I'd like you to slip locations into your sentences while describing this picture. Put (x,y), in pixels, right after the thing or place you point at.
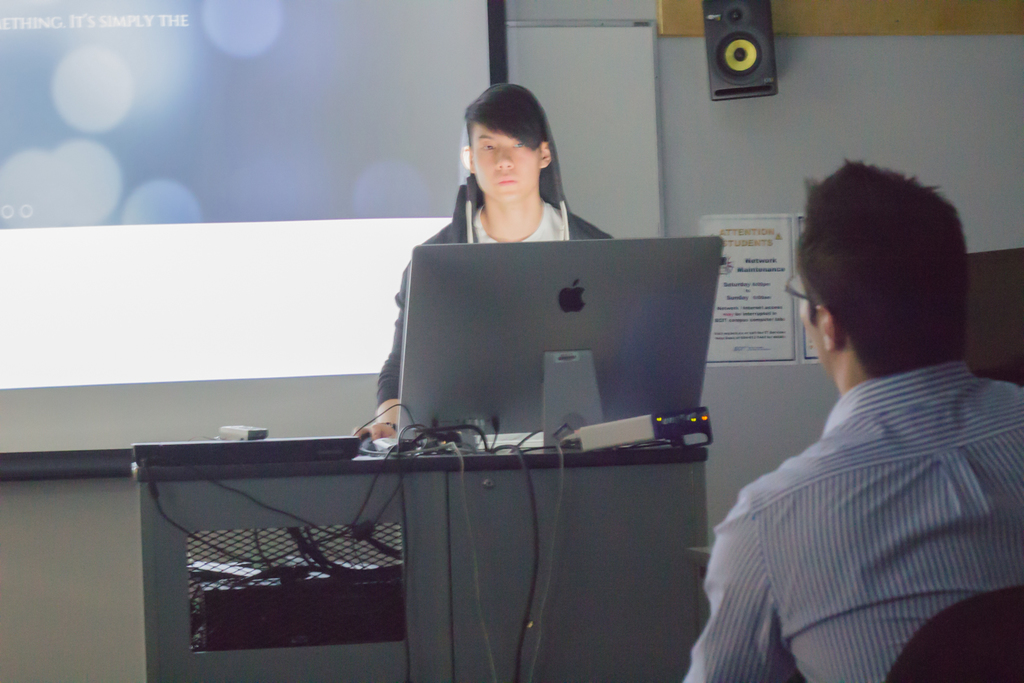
In this image we can see two persons (534,187), one of them is working on the computer (456,276), there is a table (354,517), on that there is a monitor (646,385), remote control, and an electronic object (595,433), there is a poster (753,338) on the wall (803,115) with text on it, there is a speaker (737,89), also we can see the screen (207,190) with text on it.
